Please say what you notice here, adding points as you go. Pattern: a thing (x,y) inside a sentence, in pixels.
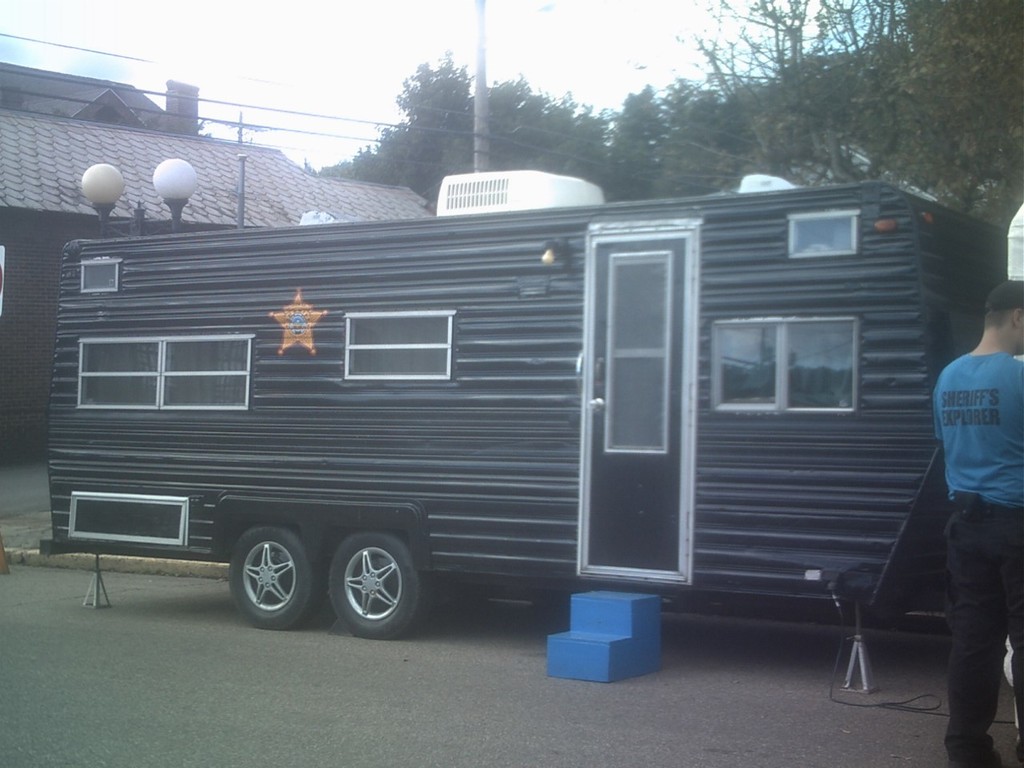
In this picture there is a van (582,477) which is black in colour in the center (615,389). On the right side (1001,454) there is a person (1001,513) standing. In the background (783,135) there are trees (514,132), there is electrical light pole (484,114) and there is a cottage (63,178).
